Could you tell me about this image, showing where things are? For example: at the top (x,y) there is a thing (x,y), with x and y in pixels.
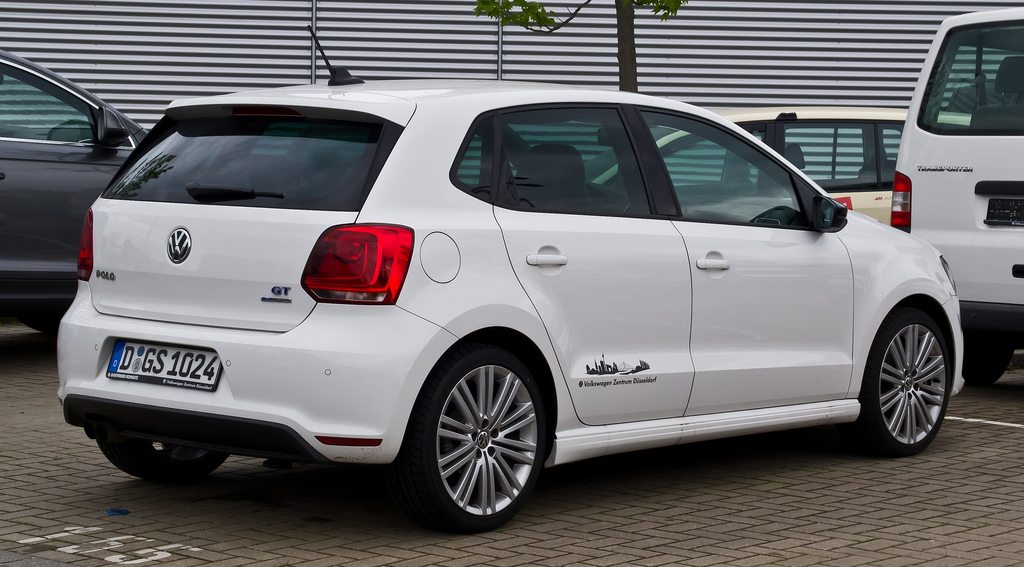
In this image there is a car (391,268) on the floor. Beside it there are few other cars (853,127) on the floor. In the background (474,15) there is a wall (234,44). On the right side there is a tree (629,42). There is an antenna (356,81) on the car (407,103).
